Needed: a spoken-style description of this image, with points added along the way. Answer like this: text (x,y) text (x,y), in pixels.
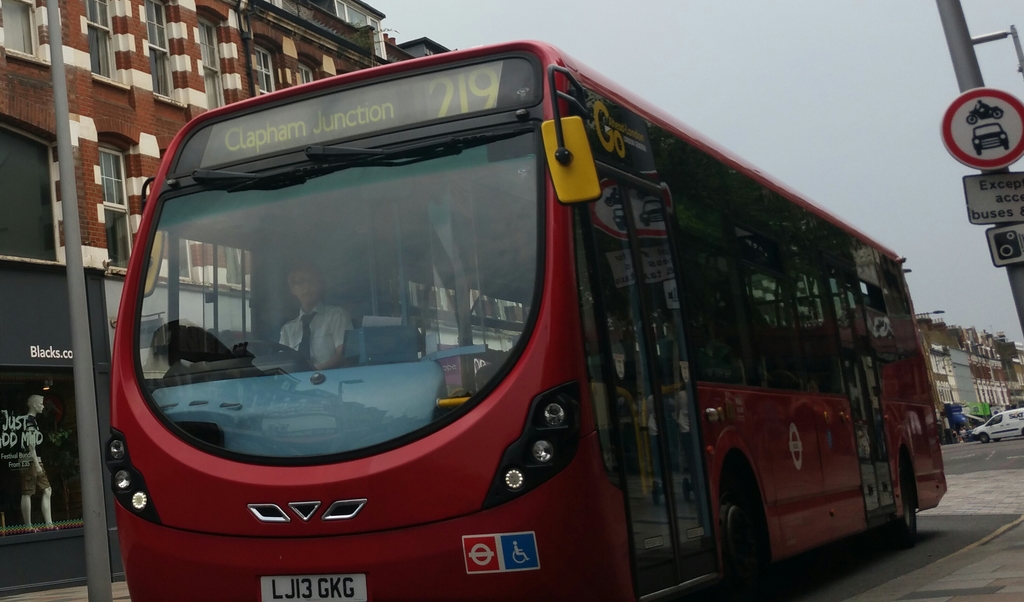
In this image we can see a person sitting in the vehicle (527,387) and we can also see buildings (0,75), poles (58,28), vehicles (915,428) and boards (1016,252) with some text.
